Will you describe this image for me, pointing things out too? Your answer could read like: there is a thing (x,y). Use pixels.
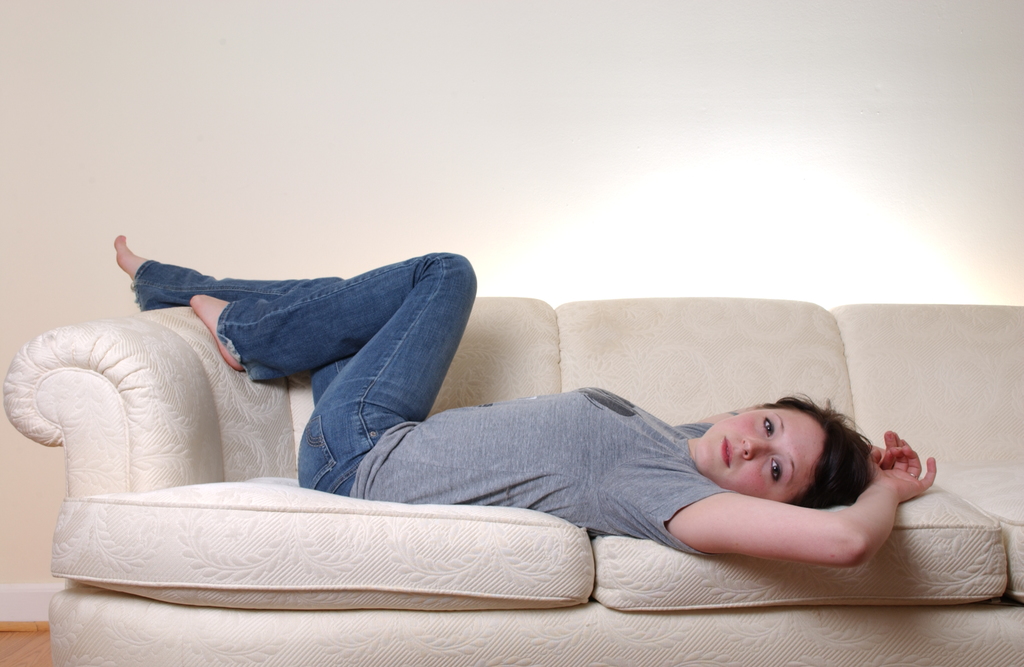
In this image there is a woman (460,465) laying in a cream color couch (630,306) and in the back ground (538,289) there is a wall (559,121).
